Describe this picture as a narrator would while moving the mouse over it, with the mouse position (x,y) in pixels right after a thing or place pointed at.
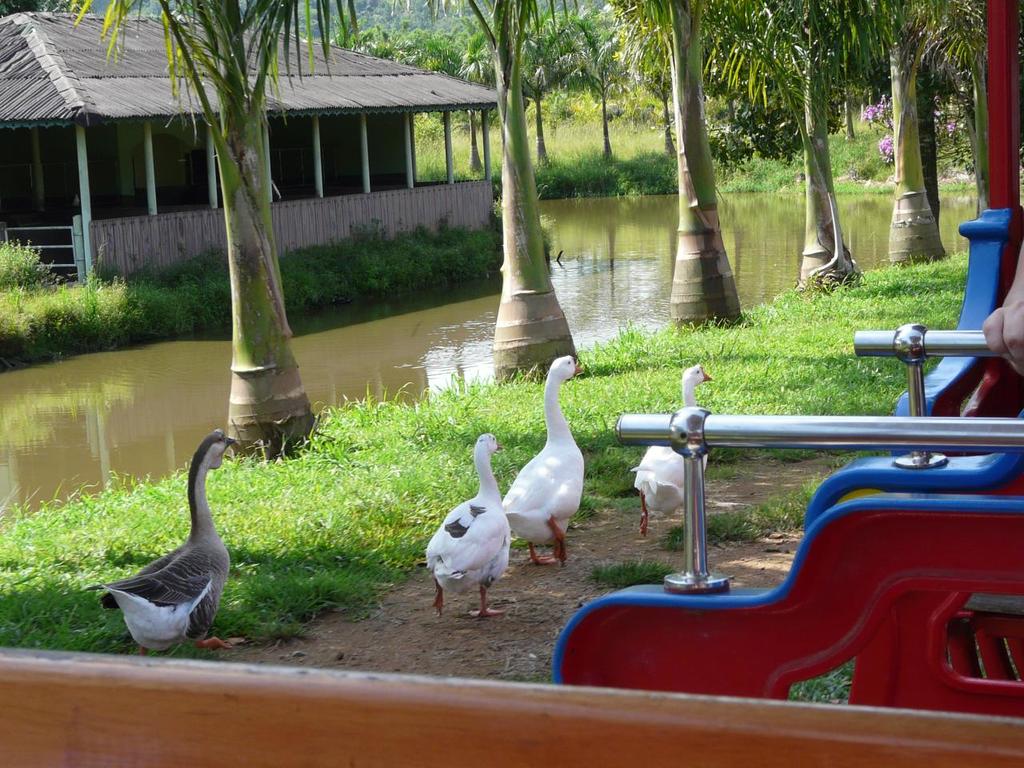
In the middle (557,487) 3 white color ducks (642,525) are walking, on the left side (187,612) another duck (175,609) is walking on the grass (276,564). This is water (409,353), on the left side (175,159) there is a hut (332,160).
